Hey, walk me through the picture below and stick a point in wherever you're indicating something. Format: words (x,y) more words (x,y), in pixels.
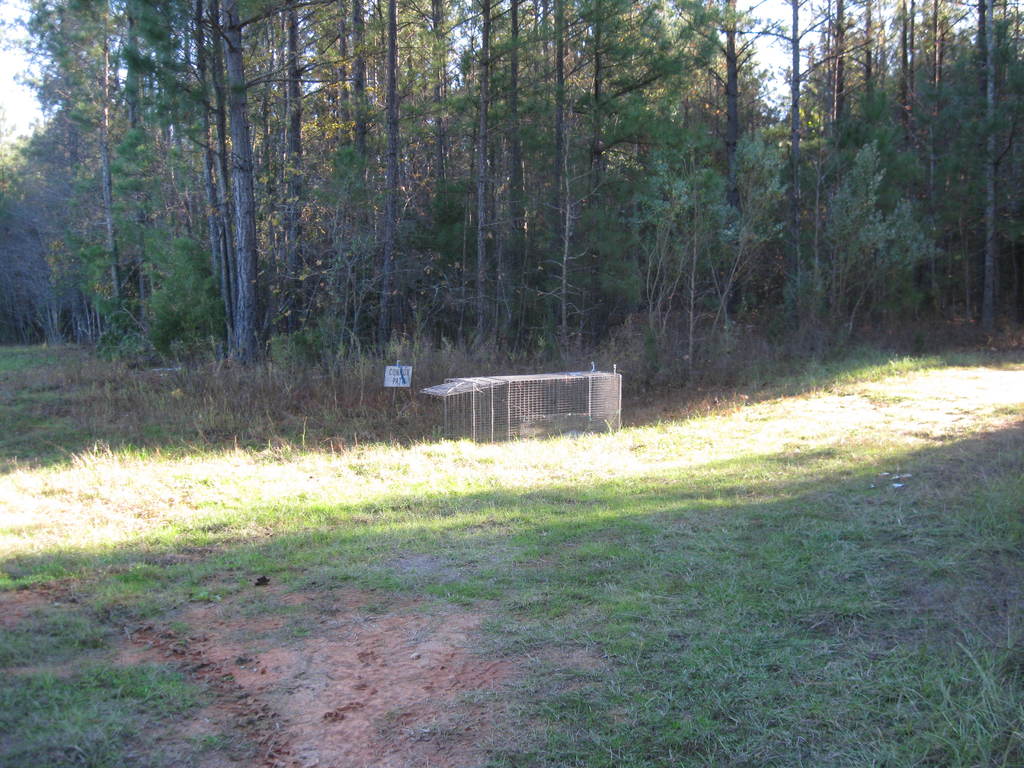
In the center of the image (486,418) we can see a mesh (569,433). At the bottom (652,664) there is grass (602,653). In the background (163,17) there are trees (640,44) and sky (772,73).
